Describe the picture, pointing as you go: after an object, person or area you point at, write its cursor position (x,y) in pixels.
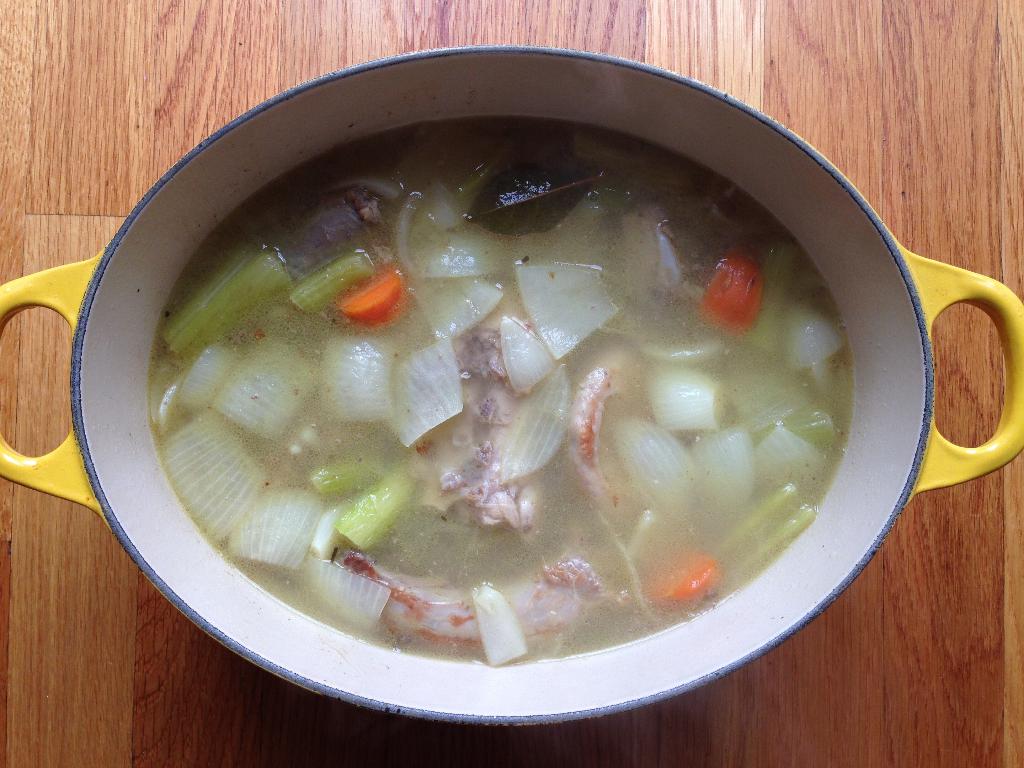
Here I can see a bowl (98,305) which consists of soup (434,473). This bowl (348,110) is placed on a wooden surface (91,120).
